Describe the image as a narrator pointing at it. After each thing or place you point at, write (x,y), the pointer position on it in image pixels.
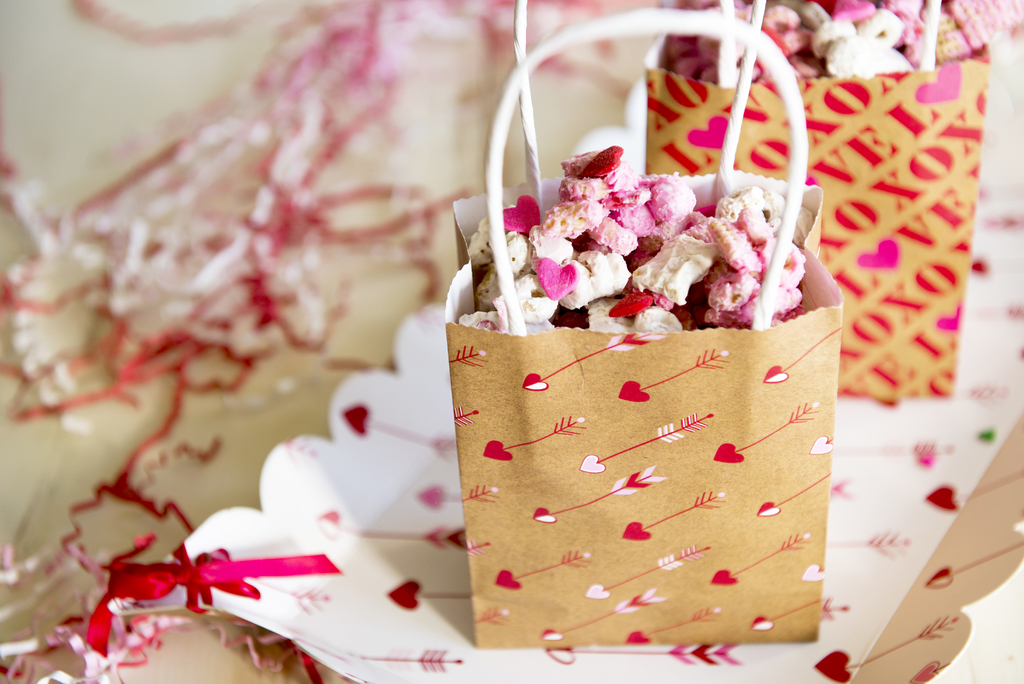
In this picture there are objects (733,223) in the bags (813,407) and at the bottom (330,543) there are decorative papers (118,631).
